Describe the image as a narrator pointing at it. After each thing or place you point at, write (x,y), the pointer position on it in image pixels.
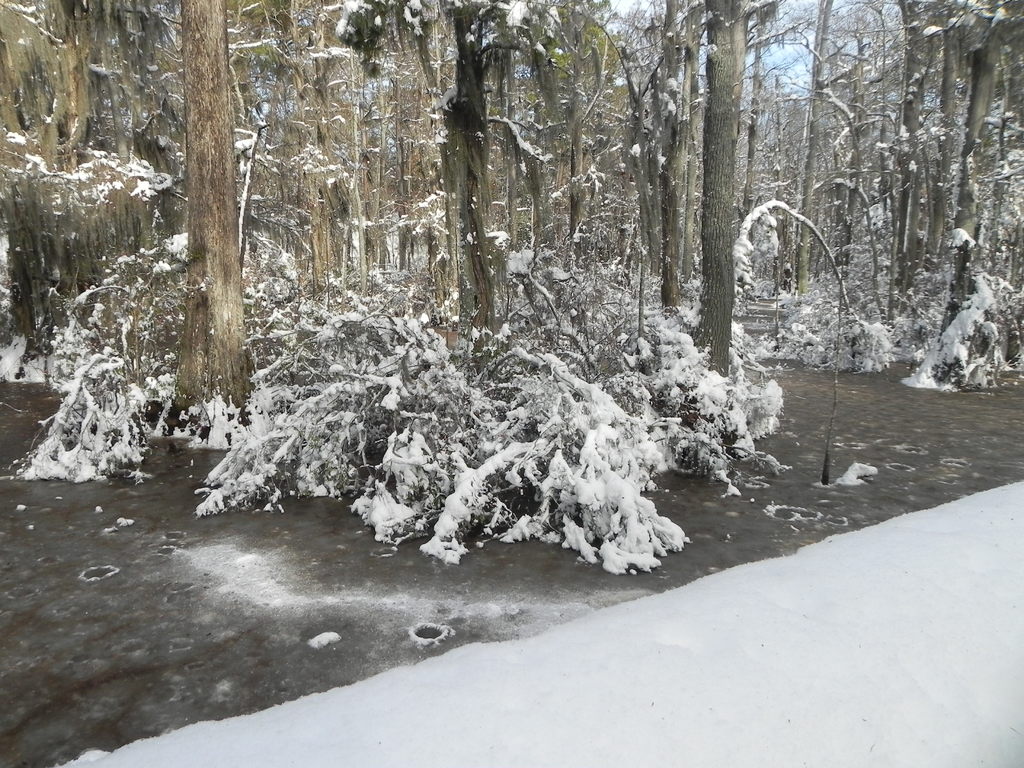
In this picture we can see trees (387,218) on the ground (665,485), snow (838,681) and in the background (777,41) we can see the sky (767,70).
